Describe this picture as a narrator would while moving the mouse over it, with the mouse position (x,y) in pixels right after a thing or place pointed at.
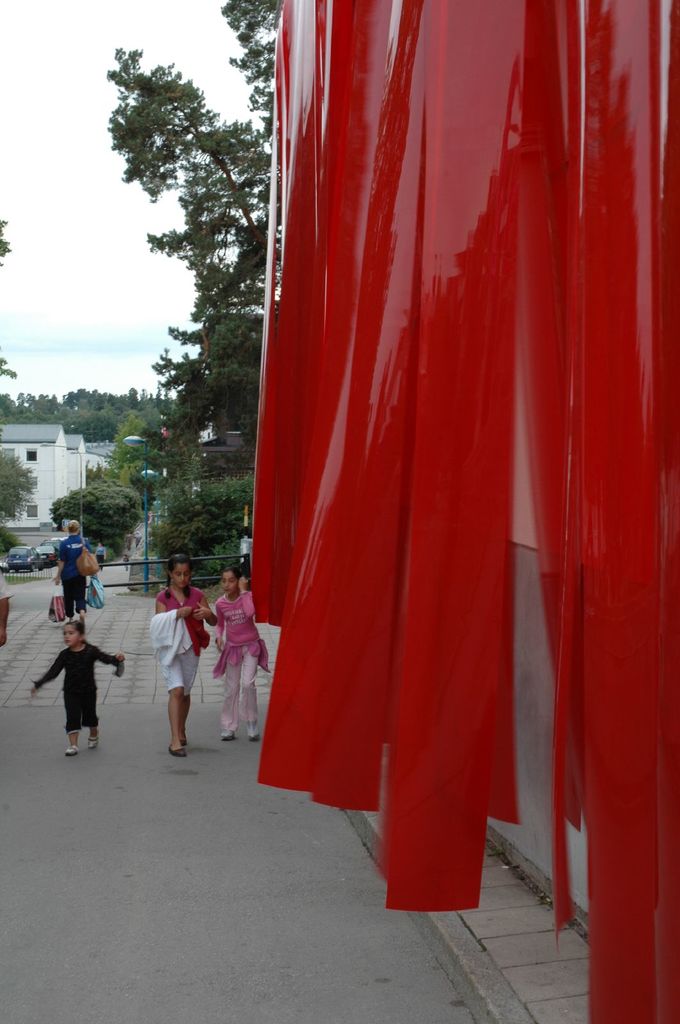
In this image, we can see red color objects (462,367) and wall (537,636). At the bottom (253,999), we can see a road (293,955) and walkway (527,952). Here we can see few people (37,686). Background (3,506) we can see trees (203,422), poles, vehicles (31,555), houses (10,527) and sky (99,302).
